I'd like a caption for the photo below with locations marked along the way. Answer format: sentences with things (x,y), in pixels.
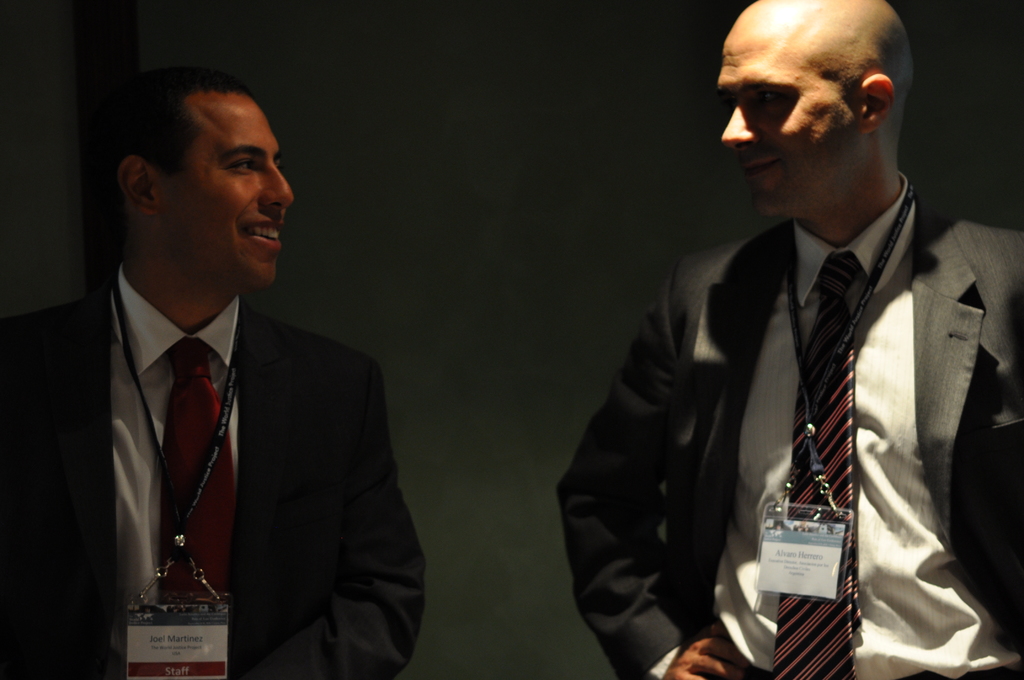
In this image there are two men (970,536) standing together who are wearing blazers (613,538) and tags (147,639).
